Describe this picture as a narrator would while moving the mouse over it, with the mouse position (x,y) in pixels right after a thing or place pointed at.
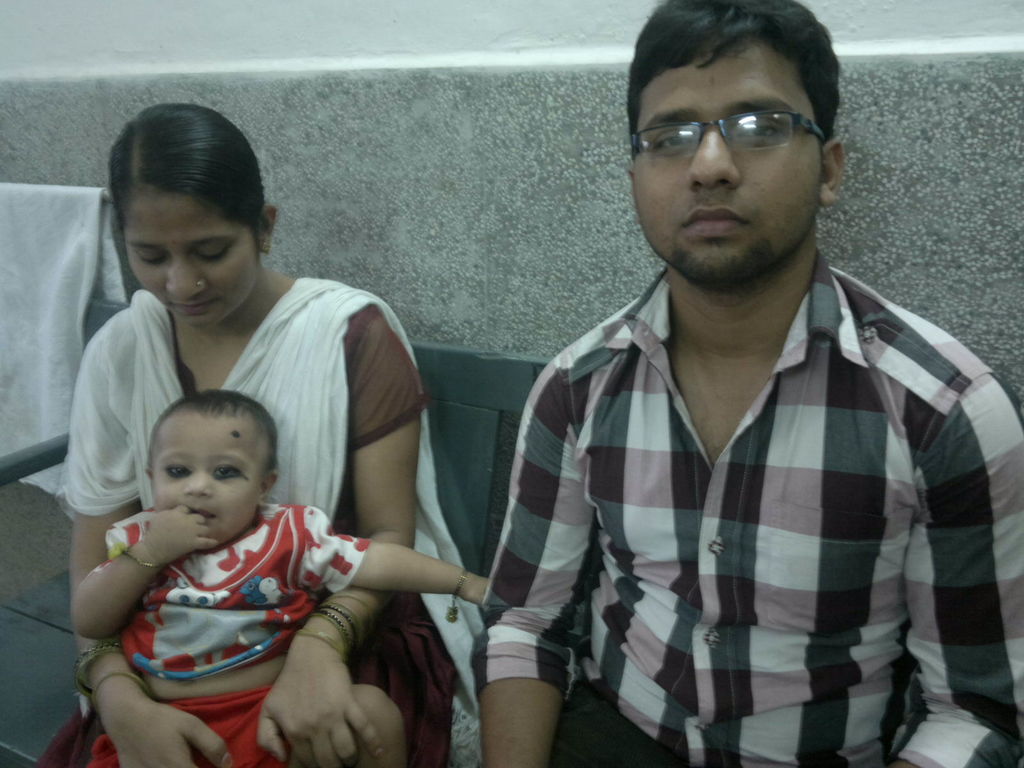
There is one man (741,415) and woman (275,386) is sitting on a bench (40,686) as we can see in the middle of this image (473,435). The woman (386,387) is holding a baby (201,575), and there is a wall (419,251) in the background (454,249). There is one white color towel (56,272) on the left side of this image (35,264).
